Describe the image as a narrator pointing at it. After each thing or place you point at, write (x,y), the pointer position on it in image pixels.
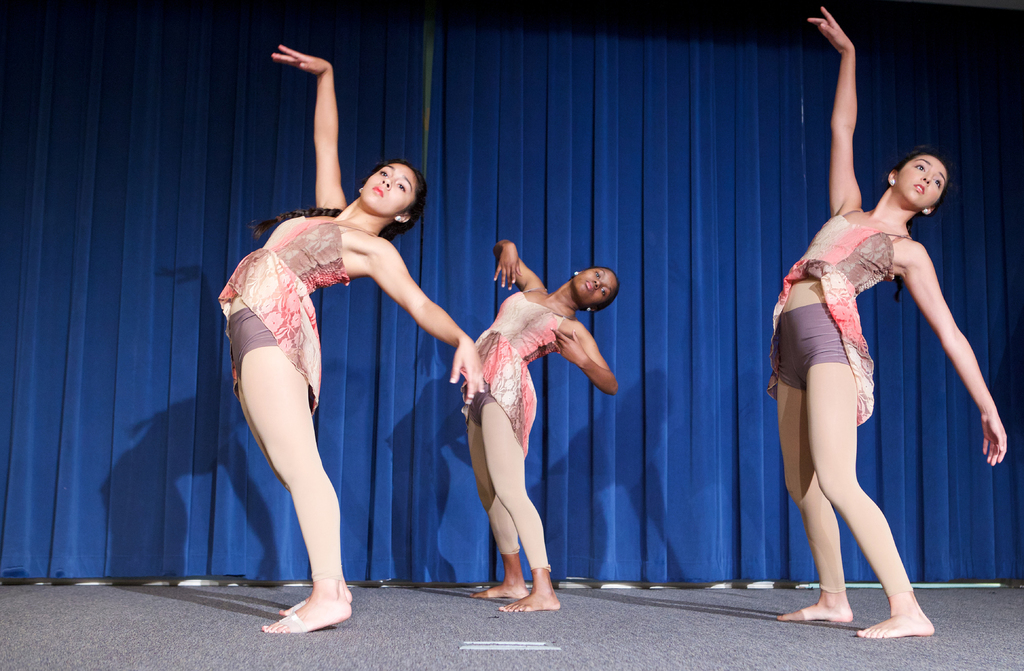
Here in this picture we can see three women (327,279) wearing same kind of costume (279,251) and dancing on the floor (332,638) and behind them we can see a curtain (662,444) present.
